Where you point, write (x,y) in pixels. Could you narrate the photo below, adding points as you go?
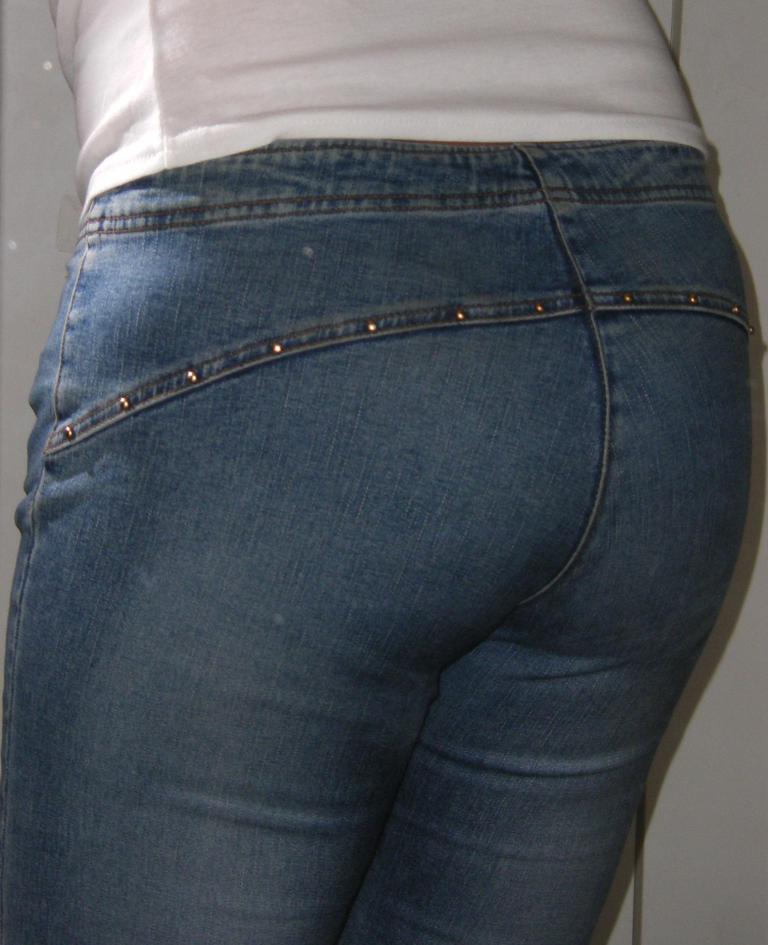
In this image there is a person (376,504) wearing jeans (376,758).
